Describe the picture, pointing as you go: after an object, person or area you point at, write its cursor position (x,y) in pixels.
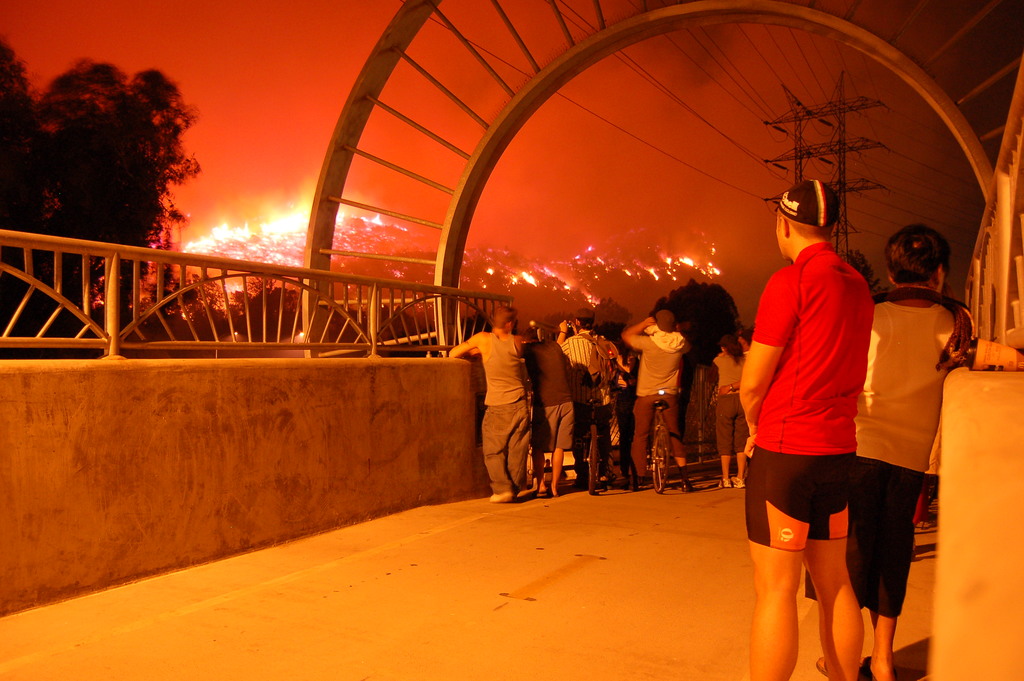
In this image I can see a road (588,563), on the road (536,546) I can see the wall (368,437) and people (592,331) standing in front of the wall (422,402) and at the top (842,139) I can see power line cables (586,109) and towers (856,105) and lights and trees (100,129), this picture is taken during night and I can see an arch (586,52) visible at the top (321,204).
